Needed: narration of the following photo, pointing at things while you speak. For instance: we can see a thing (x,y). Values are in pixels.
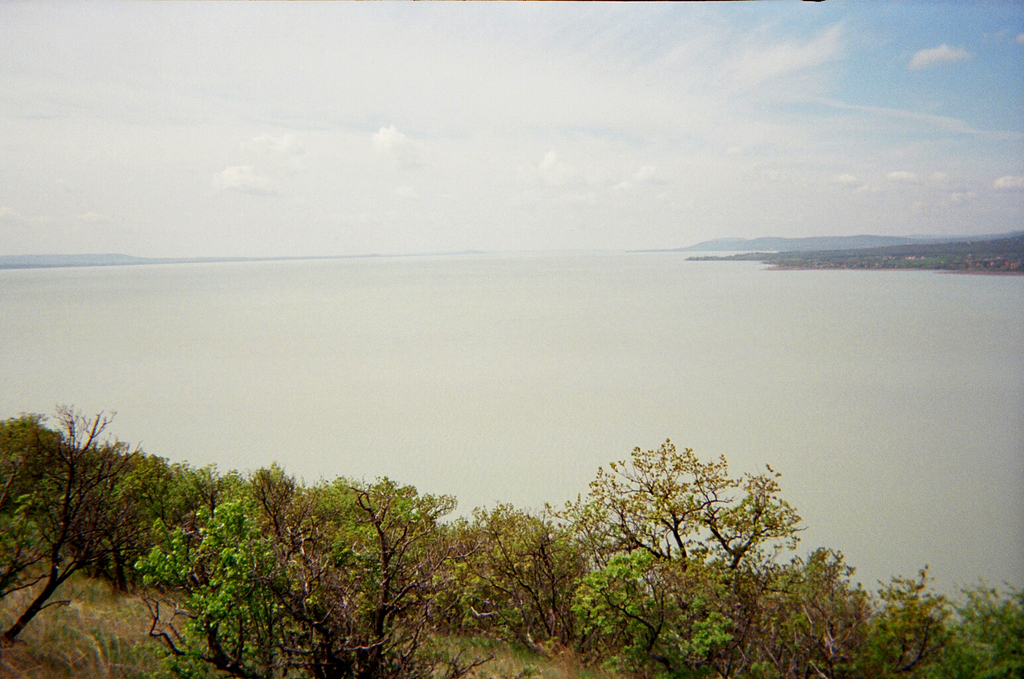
In this picture we can see few trees (443,495) and water (522,323), and also we can see clouds (384,146).
